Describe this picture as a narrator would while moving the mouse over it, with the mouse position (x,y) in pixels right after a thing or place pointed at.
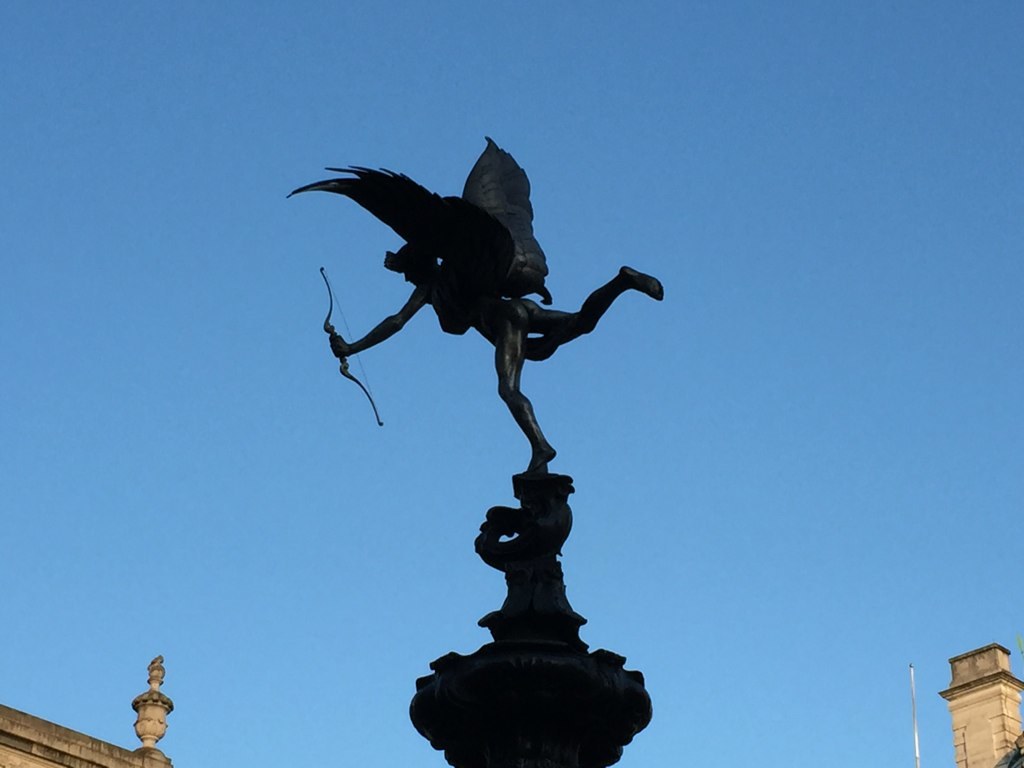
In this picture we can see a statue (461,309) in the middle (461,278), at the left bottom (143,711) there is a building (38,765), we can see a pole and a building (960,727) at the right bottom (970,719), there is the sky (896,670) at the top of the picture (597,95).
